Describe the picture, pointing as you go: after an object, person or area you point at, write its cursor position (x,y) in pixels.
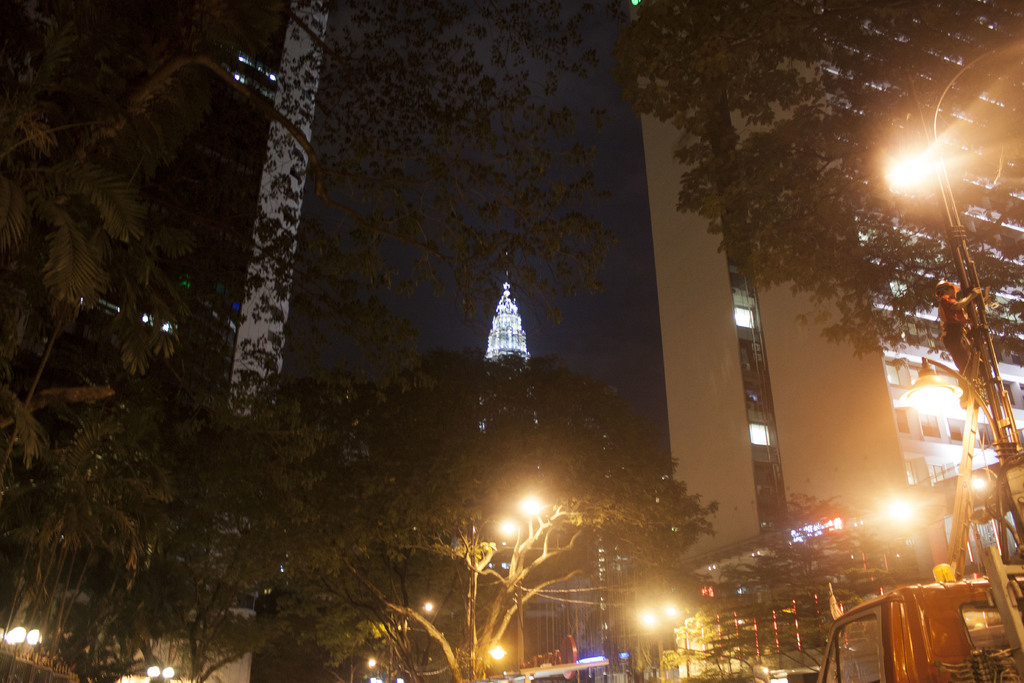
In this image we can see a group of trees (477,383), buildings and lights (911,151). On the right side (1014,557), we can see a vehicle (1009,571), a pole (1006,501) with a light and a person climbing a ladder (978,283). At the top (469,158) we can see the sky (413,196).
